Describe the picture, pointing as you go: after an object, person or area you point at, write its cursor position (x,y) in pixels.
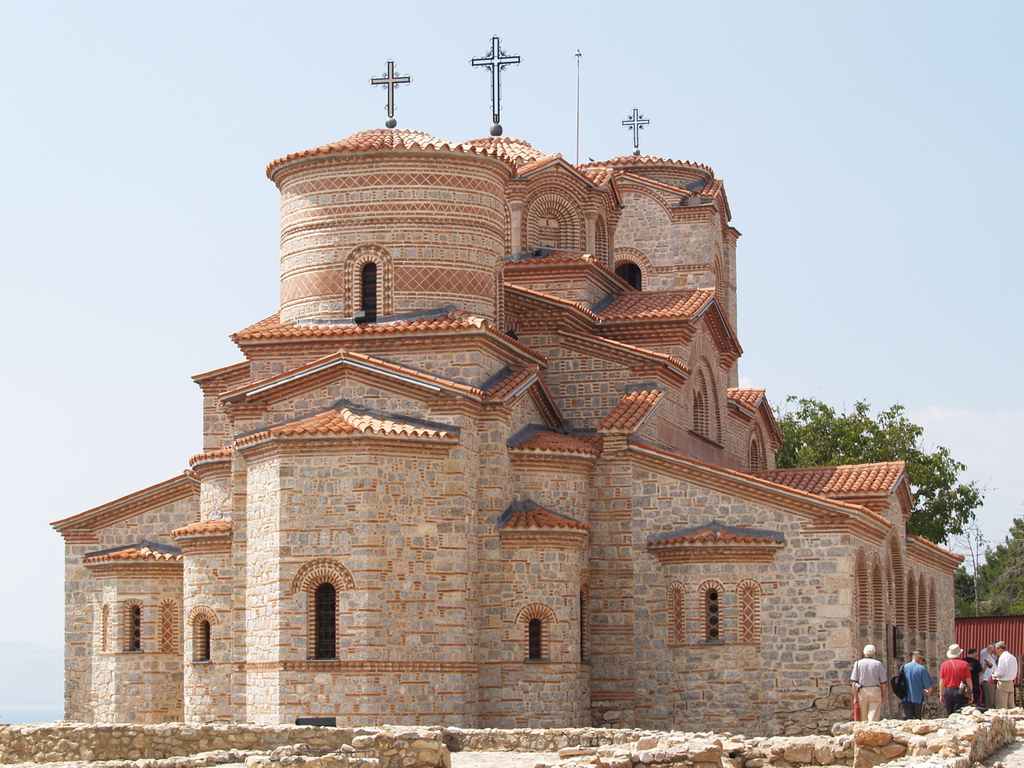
In this picture we can see the church (817,503). At the top of the church (715,208), on the roof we can see poles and cross marks (523,59). In the bottom right corner (1010,654) we can see the group of persons (914,662) were standing near to the church (836,667). In the background (912,429) we can see the trees (898,445). On the left (129,286) there is a sky (104,186).
